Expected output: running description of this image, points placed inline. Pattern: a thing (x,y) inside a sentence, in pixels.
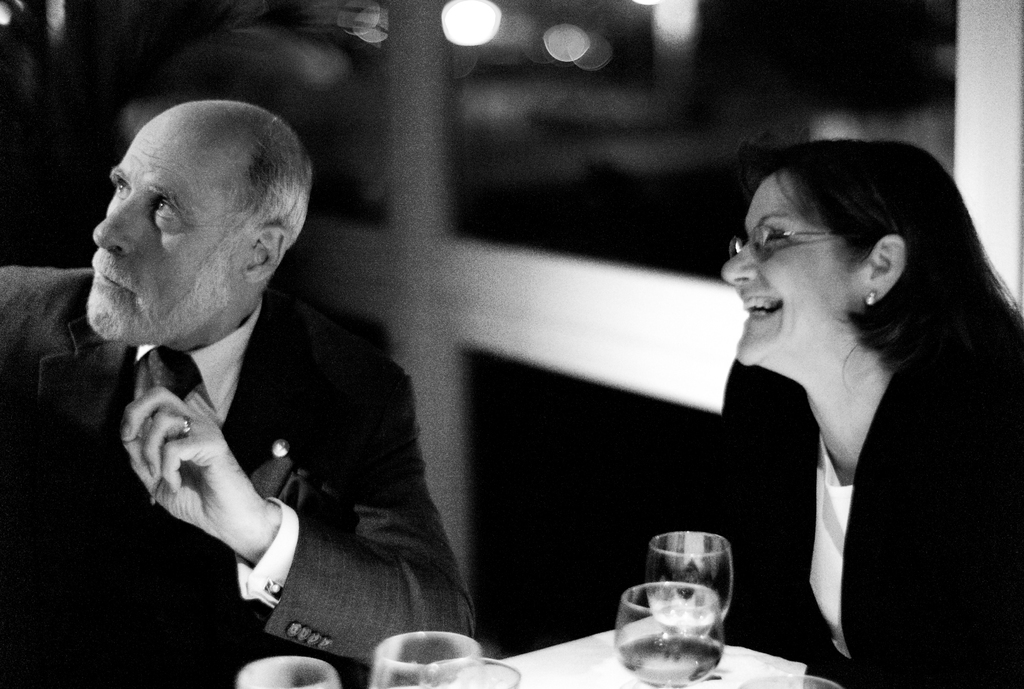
In this image in the front (667,614) there is a table (554,675), on the table (569,660) there are glasses (501,667). In the center (395,447) there are persons (4,517). On the right side (875,421) there is a woman (902,460) sitting and smiling, and the background (528,300) is blurry.
